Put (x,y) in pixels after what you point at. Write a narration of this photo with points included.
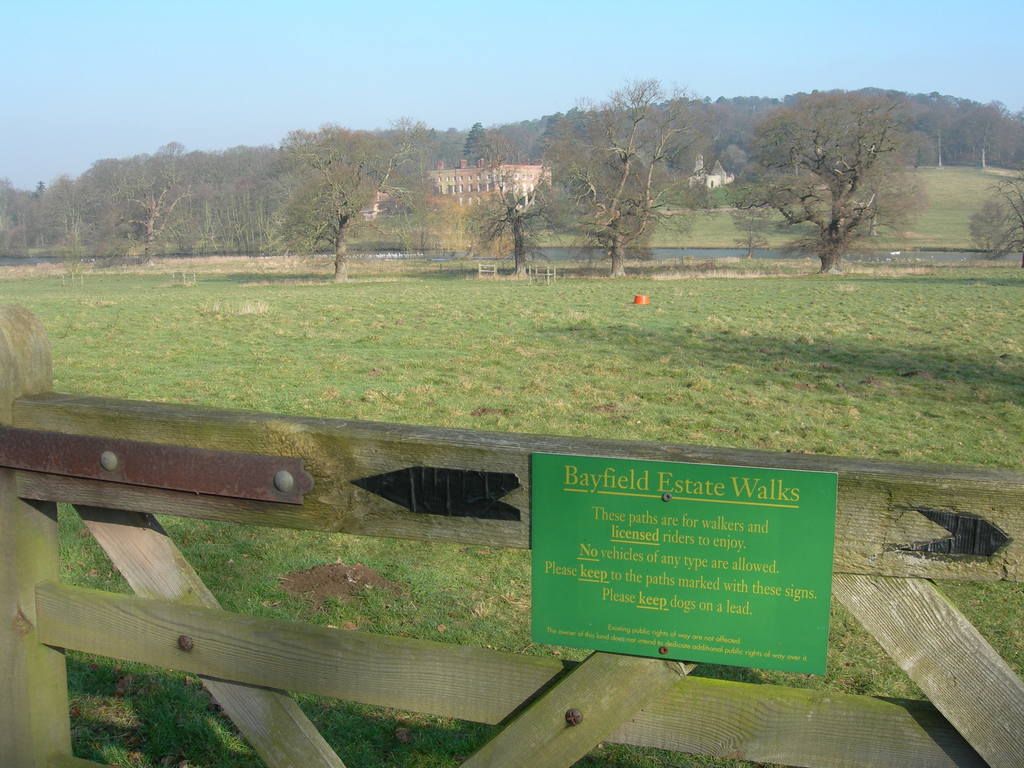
In the background (432,5) we can see the sky (432,5). In this picture we can see a building (528,195), trees (862,156), green grass (963,195) and few objects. At the bottom portion of the picture (817,520) we can see a green board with some information. We can see a wooden railing (164,550).
